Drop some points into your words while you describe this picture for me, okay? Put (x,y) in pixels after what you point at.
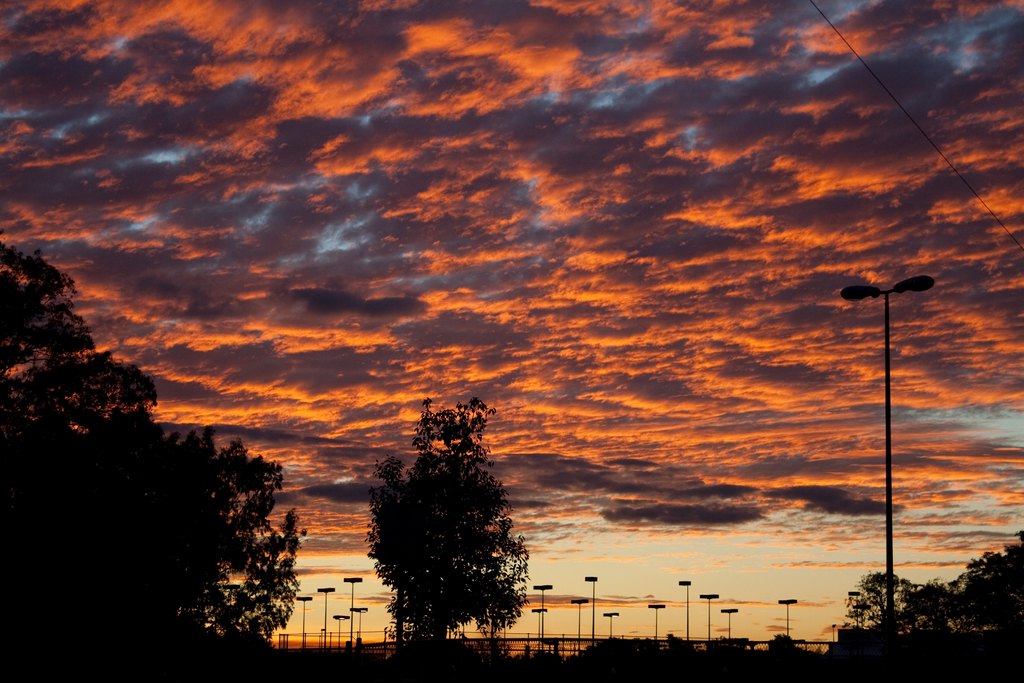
The picture is clicked during evening. In the foreground of the picture (515,602) there are trees (437,577) and street lights (886,442). Sky (487,297) is cloudy. On the right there is a cable (831,28).
